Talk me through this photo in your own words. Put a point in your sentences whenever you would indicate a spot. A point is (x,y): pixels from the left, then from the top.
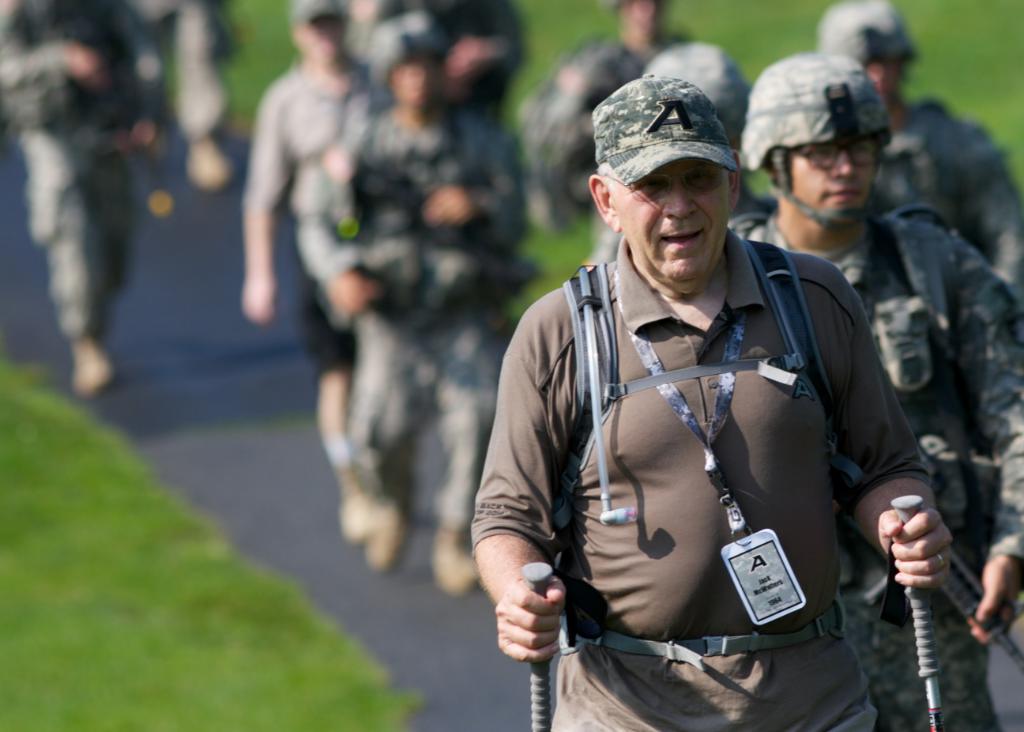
This image consists of many people (200,85) walking on the road (421,506). At the bottom (188,608), we can see green grass (290,654). All are wearing helmets (756,110) and caps (682,98) along with backpack (589,412). In the front (680,457), the man (609,485) is wearing an I-card (749,568).
